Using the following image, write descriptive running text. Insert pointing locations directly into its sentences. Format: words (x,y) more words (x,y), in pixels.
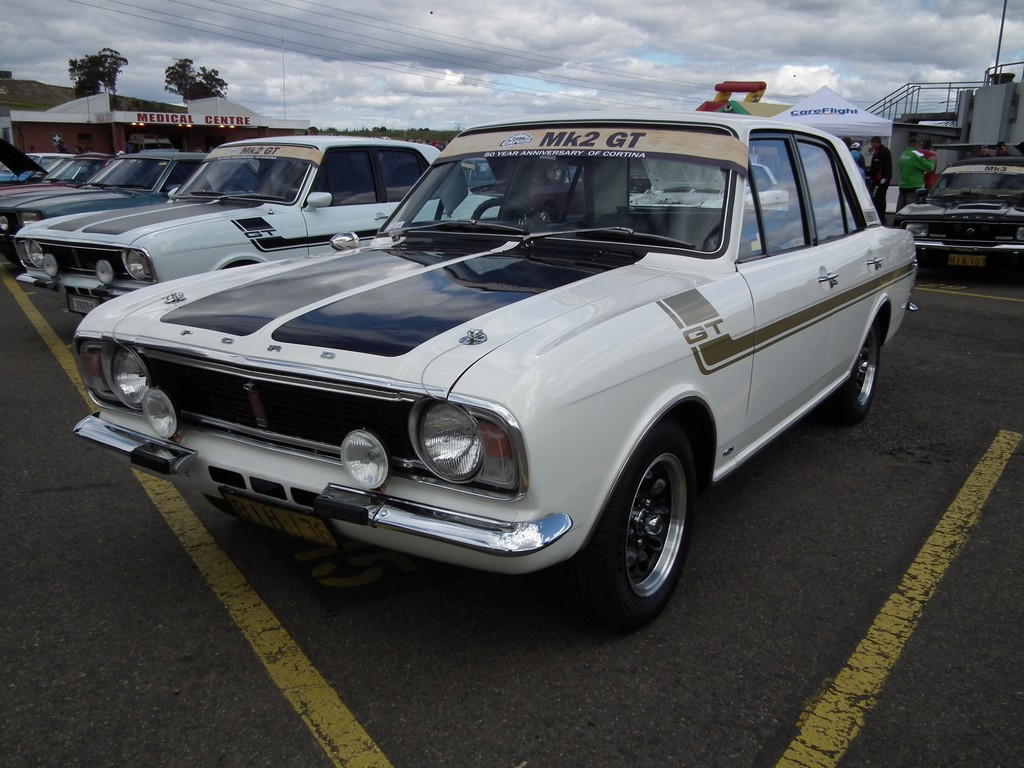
In this picture I can see few cars (532,236), couple of buildings (207,149) and trees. I can see a tent (875,125) with some text (801,117) on it and few people (922,173) standing. I can see a blue cloudy sky (498,78).
